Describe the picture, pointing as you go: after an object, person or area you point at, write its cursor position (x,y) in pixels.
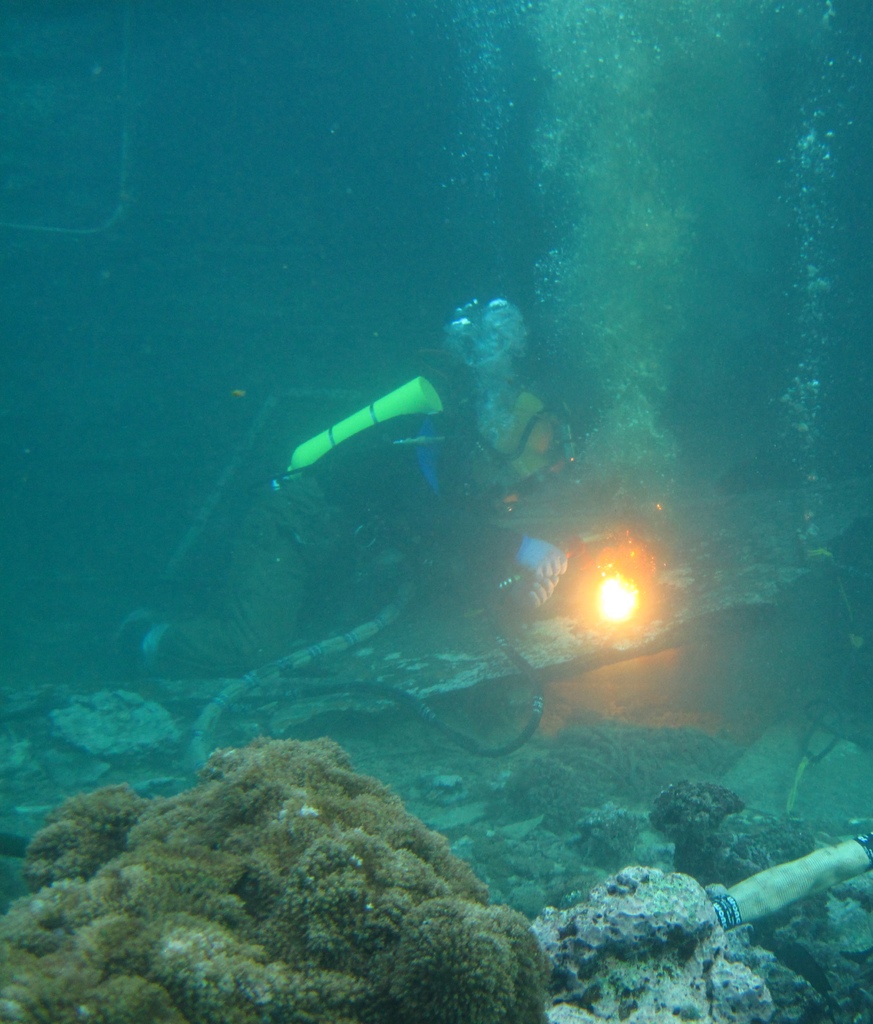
The man (515,454) in the middle of the picture (459,535) wearing black jacket (424,535) is scuba diving and beside him, we see rocks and aquatic plants (365,819).
